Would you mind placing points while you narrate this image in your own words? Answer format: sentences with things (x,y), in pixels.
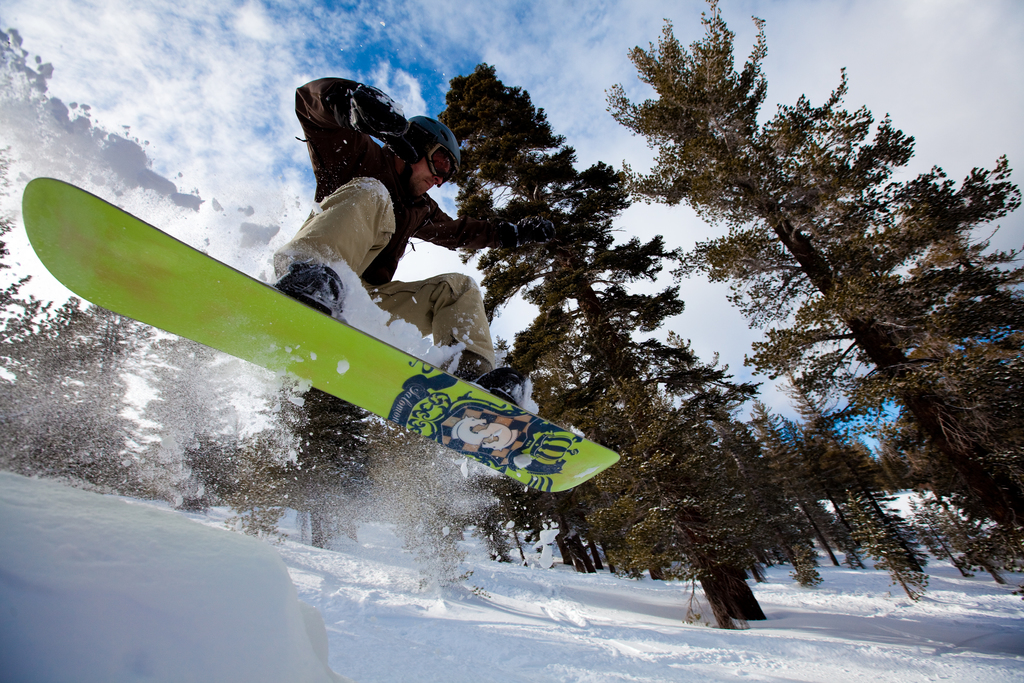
In the center of the image (380,284) we can see one person (328,290) surfing on the snow (381,322). And he is wearing a helmet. In the background (466,211), we can see the sky (60,45), clouds (399,76), trees (768,357) and snow (123,162).
